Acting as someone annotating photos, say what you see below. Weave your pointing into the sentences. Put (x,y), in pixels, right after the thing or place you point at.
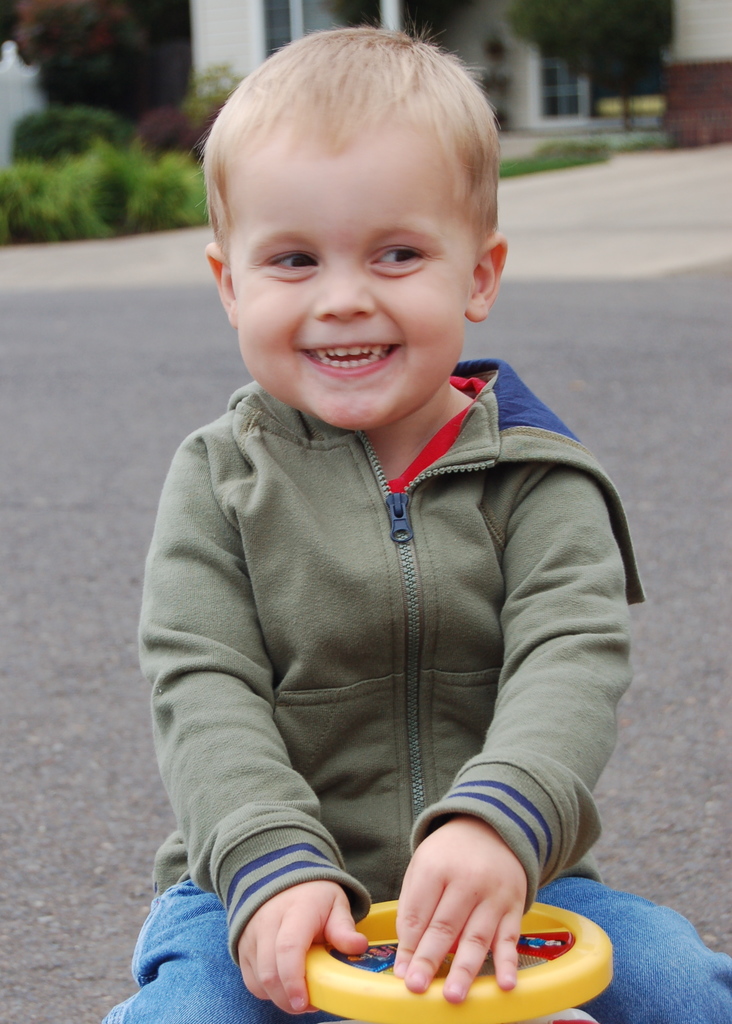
In this image there is a boy (303,1011) smiling and sitting on the magic car (306,957), and in the background (76,331) there is road (100,295), a house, there are plants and trees (36,25).
